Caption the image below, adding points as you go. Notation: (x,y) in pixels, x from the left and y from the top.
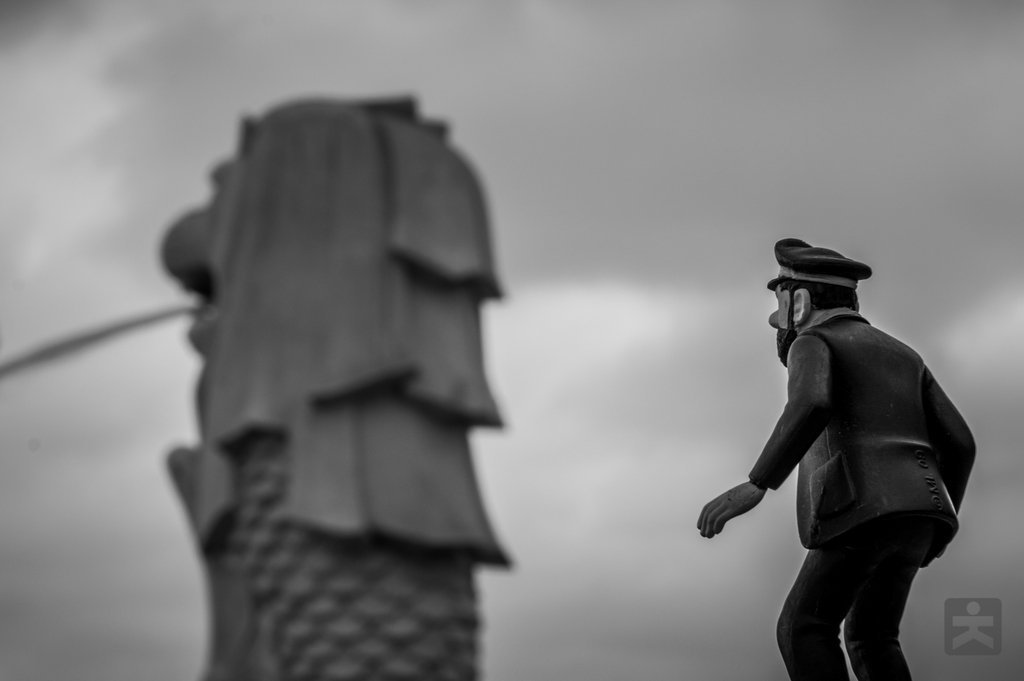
This is a black and white image and here we can see a statue (443,532) and a toy (874,500).
